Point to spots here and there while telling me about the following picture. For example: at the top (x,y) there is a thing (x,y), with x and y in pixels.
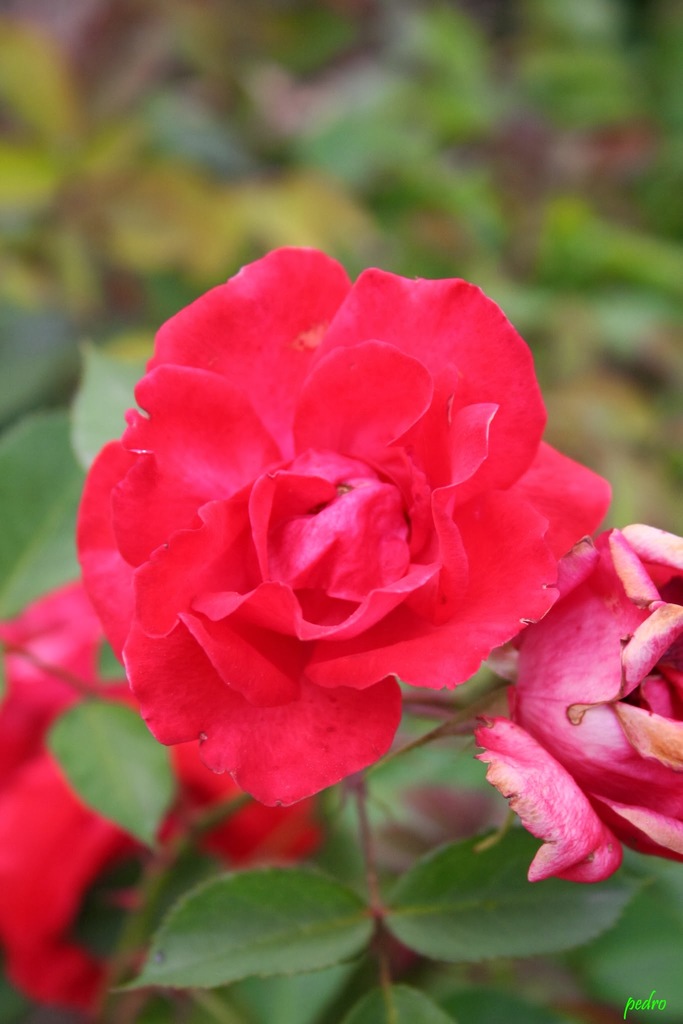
In this image there are three beautiful red roses (458,627) with leaves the background (465,24) is blurry.
